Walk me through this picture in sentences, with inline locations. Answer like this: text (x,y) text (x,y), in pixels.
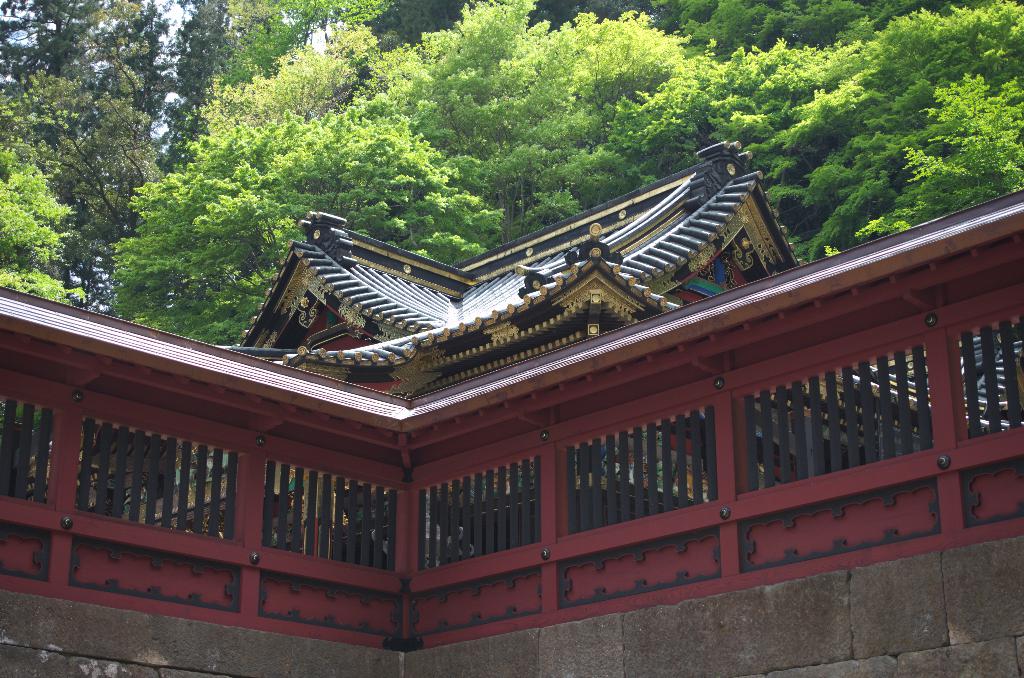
In this image we can see a building (449,587), grill (312,491) and trees (338,127).
